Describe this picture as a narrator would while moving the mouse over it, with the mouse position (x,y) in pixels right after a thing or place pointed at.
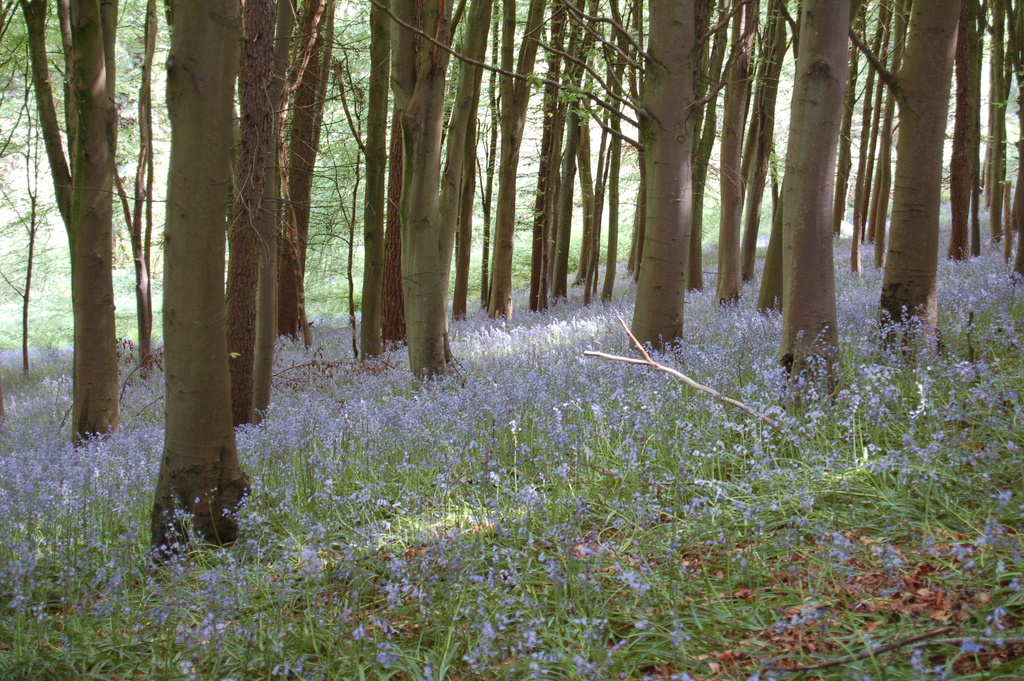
In the center of the image (657,308) there are trees (427,323). At the bottom (352,602) we can see grass (504,460) and flowers (507,411).
